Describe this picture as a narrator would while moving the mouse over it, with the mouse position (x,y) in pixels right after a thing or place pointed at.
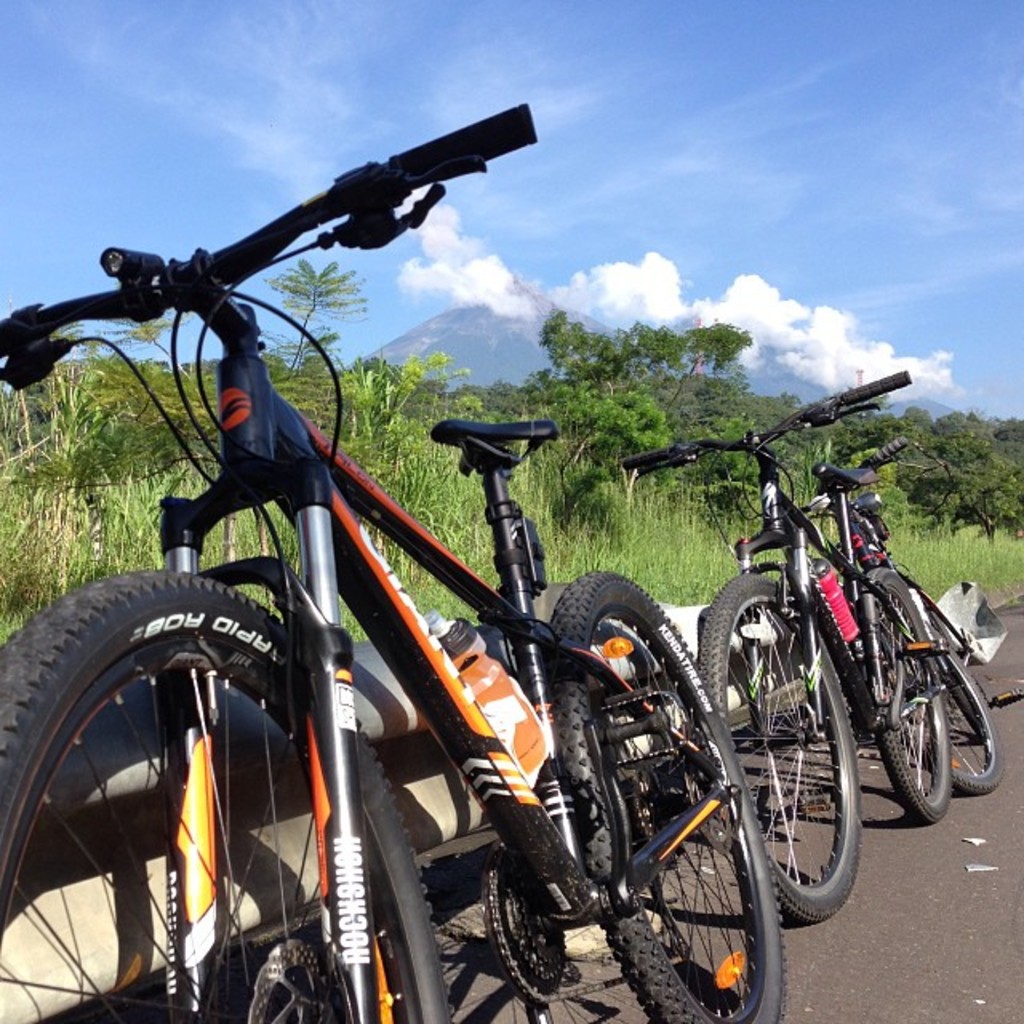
In the image there are three bicycles (473,766) on the side of the road (995,998) and behind it there are trees (587,397) all over the image and above its sky (610,192) with clouds (717,317).
